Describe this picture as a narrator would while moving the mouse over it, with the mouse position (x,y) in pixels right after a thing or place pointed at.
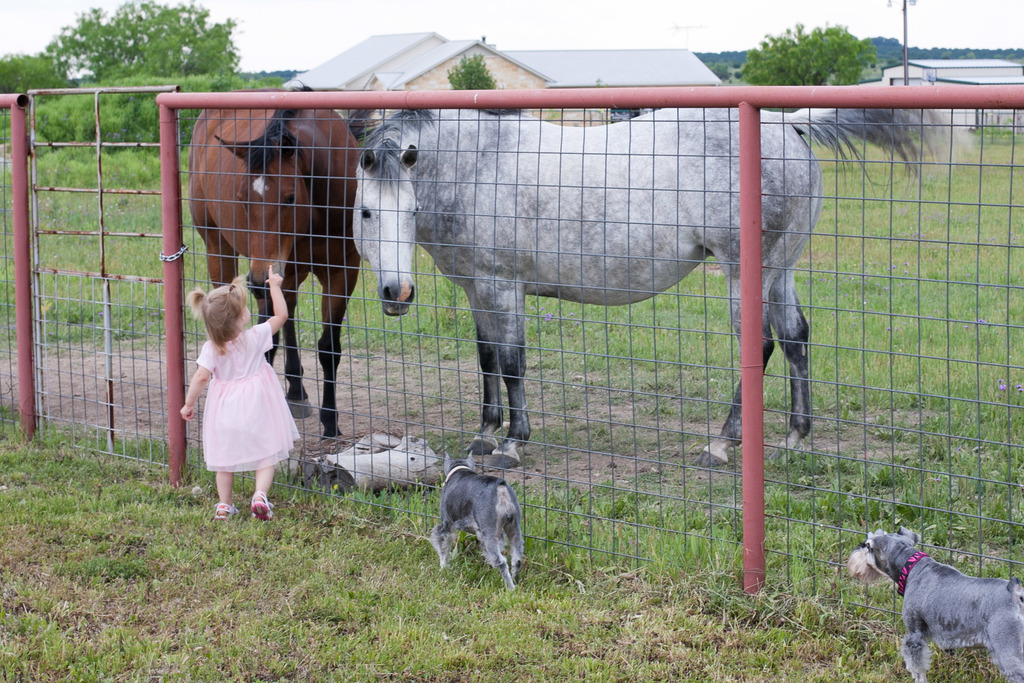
In this image I see 2 horses (779,121) and 2 dogs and a girl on the grass (92,657) and I see a fence (10,423) over here. In the background (53,54) I see the trees (58,57) and houses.
